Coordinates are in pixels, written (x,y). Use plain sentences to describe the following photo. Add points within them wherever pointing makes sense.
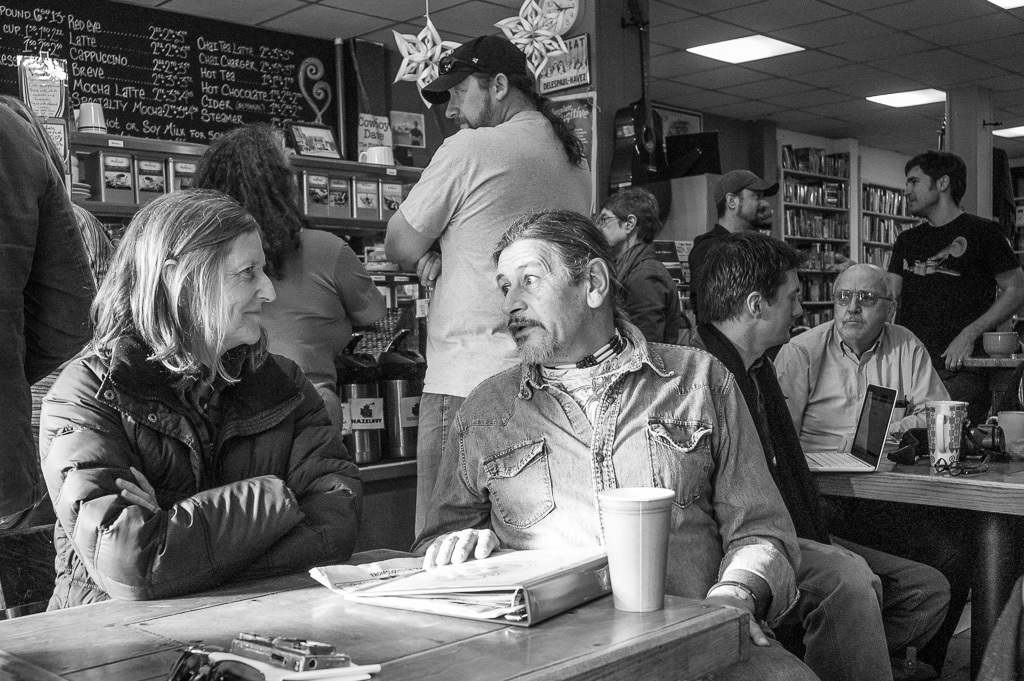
The picture is taken in a cafe (998,219). In this picture there are tables (834,487), people (731,398), files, laptop (857,460), cups (1002,351) and various objects (381,370). On the left (252,289) there are people (252,142), cups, packets (333,214), desk (121,210), board (118,84), text (213,68) and other objects (28,82). In the middle of the picture (577,235) there are people (741,194), books (804,187), bookshelves (854,215), guitar (638,139), wall (624,56), lights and ceiling (739,75).
